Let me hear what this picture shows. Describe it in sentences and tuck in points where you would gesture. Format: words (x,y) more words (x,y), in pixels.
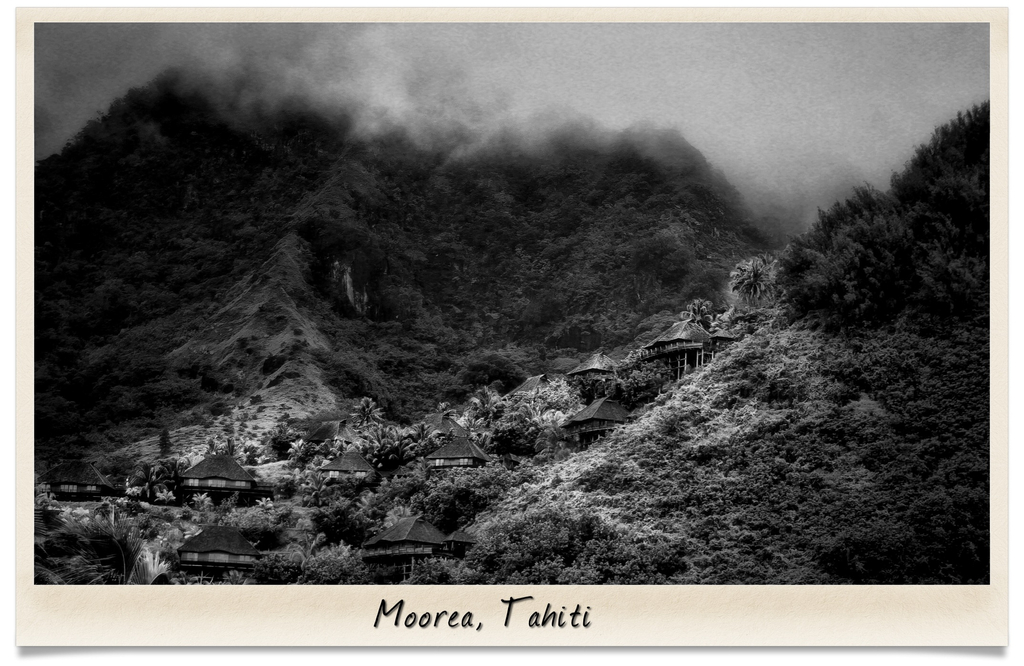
In this picture we can see some text (433,626) at the bottom of the picture (399,615). There are a few houses (421,544), trees (149,466) and wooden poles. Some greenery (612,154) is visible in the background (705,159).
